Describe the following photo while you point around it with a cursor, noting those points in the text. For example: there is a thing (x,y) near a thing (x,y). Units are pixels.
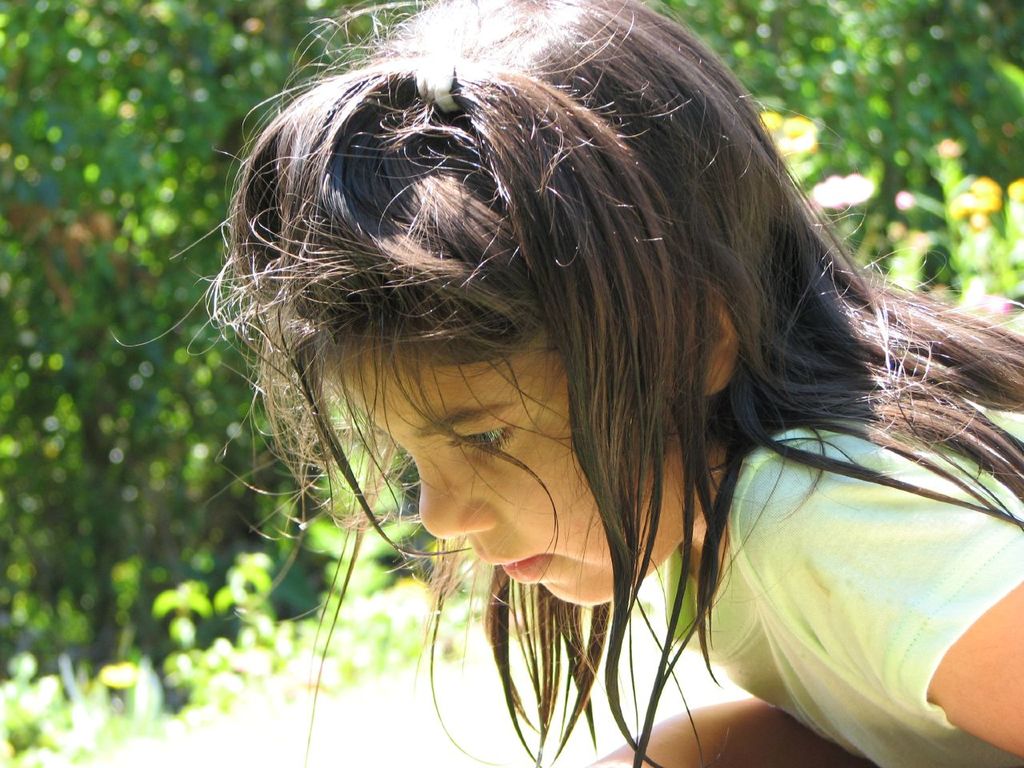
In this picture there is a girl (451,445). In the background of the image (831,75) it is blurry and we can see leaves (199,603).
